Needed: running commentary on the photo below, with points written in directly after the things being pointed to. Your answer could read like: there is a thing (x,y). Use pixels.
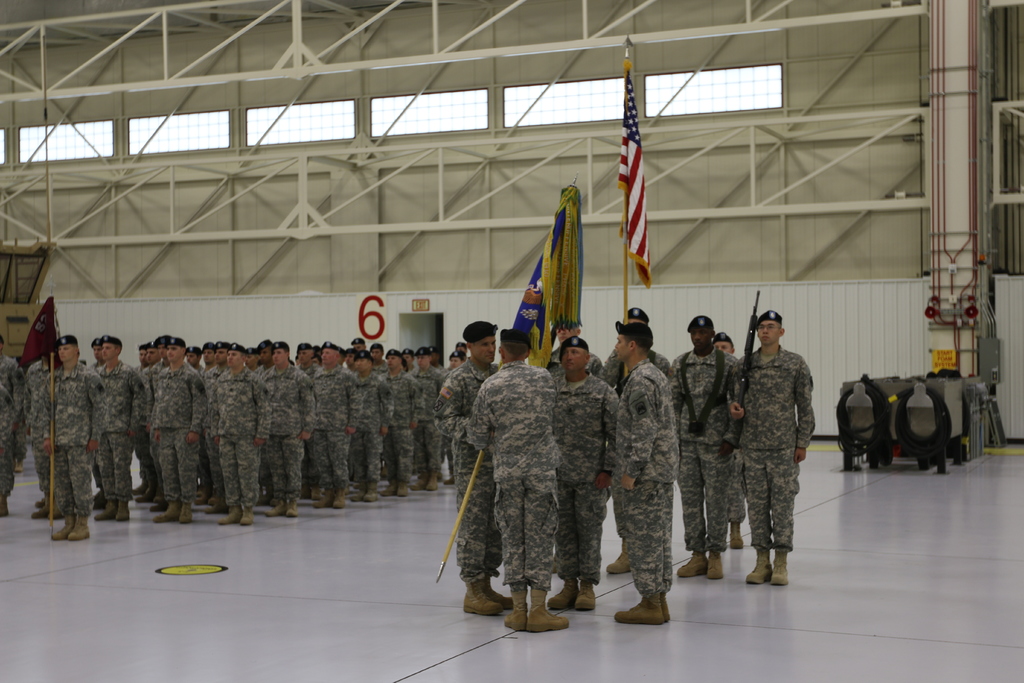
In this image, we can see people (702,460) wearing uniforms (461,463) and caps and some are holding flags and some other objects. In the background (362,127), there are rods (844,157) and we can see some objects (921,420), boards (374,299). At the bottom (225,618), there is a floor (220,615).
